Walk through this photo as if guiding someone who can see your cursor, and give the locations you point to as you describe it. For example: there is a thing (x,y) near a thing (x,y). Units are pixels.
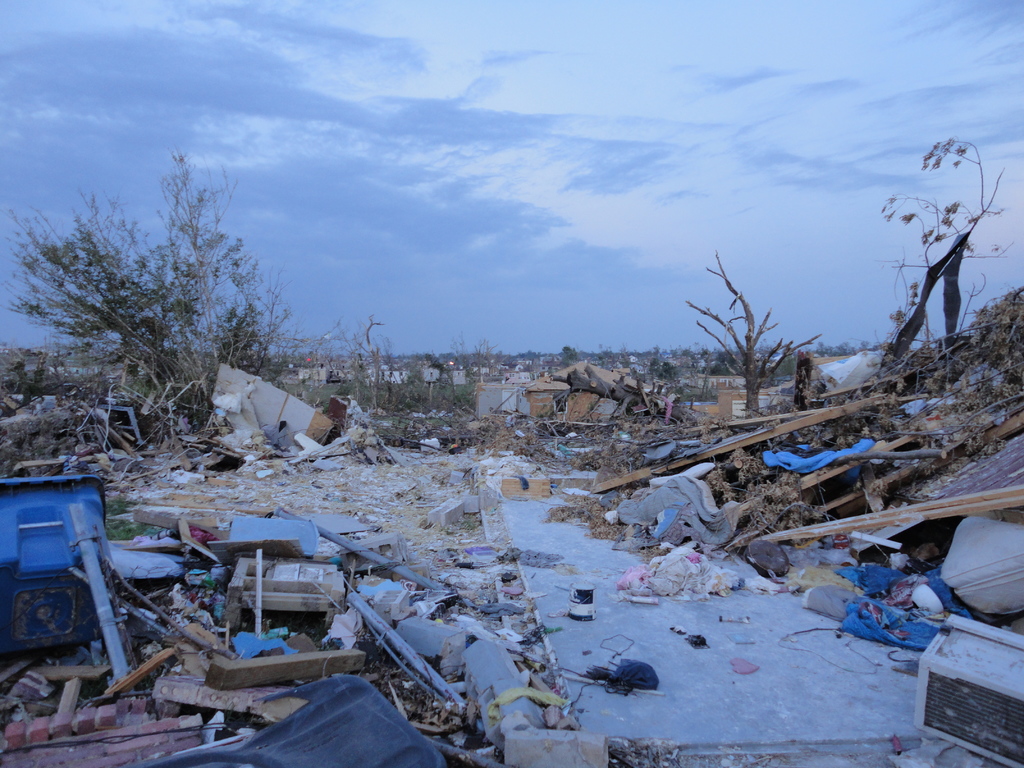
In this image we see a cloudy sky (543,172). There are many plants (278,367) in the image. There are many objects (421,591) on the ground (531,526). There are dry plants (891,395) in the image.
